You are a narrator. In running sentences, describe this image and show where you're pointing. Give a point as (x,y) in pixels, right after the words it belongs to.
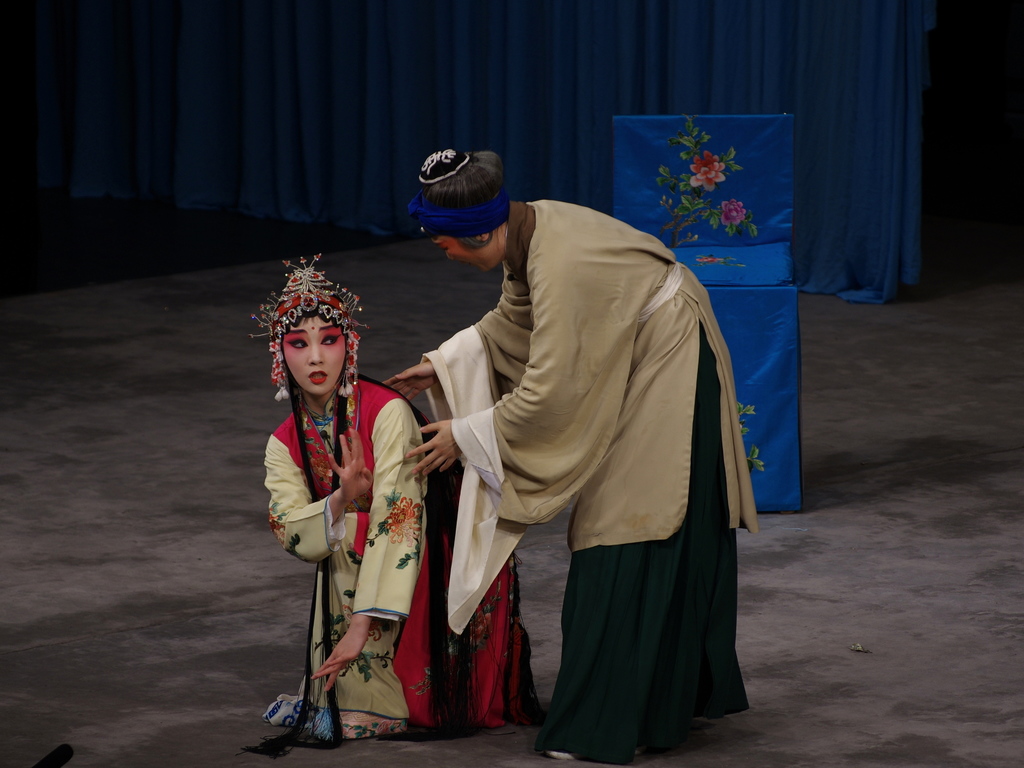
In the foreground (570,427), I can see two persons (528,649) on the stage (784,694) and a chair (684,129). In the background (43,134), I can see curtains (852,180). This image taken, maybe on the stage (63,544).
